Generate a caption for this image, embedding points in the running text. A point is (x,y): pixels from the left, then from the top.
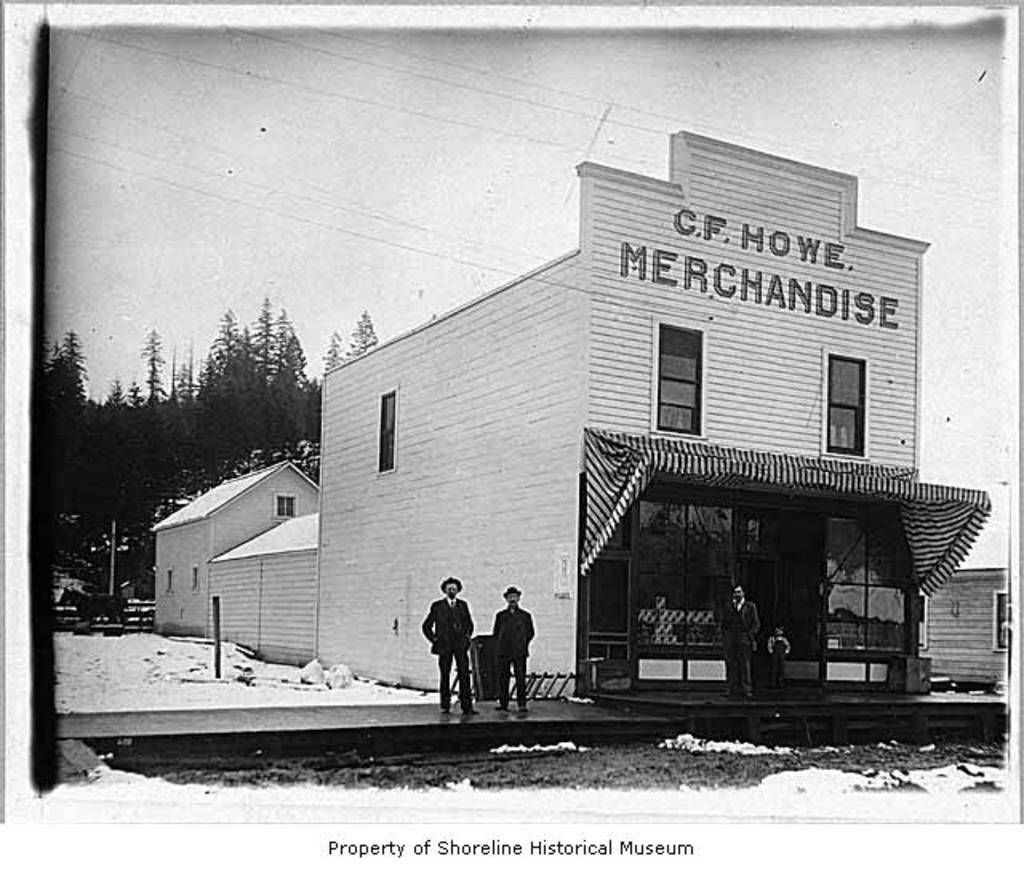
The image is in black and white, we can see a building (676,321), there are windows (680,371), there are persons (524,651) standing, there are trees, there is a snow (79,640), there is a sky (347,171).
